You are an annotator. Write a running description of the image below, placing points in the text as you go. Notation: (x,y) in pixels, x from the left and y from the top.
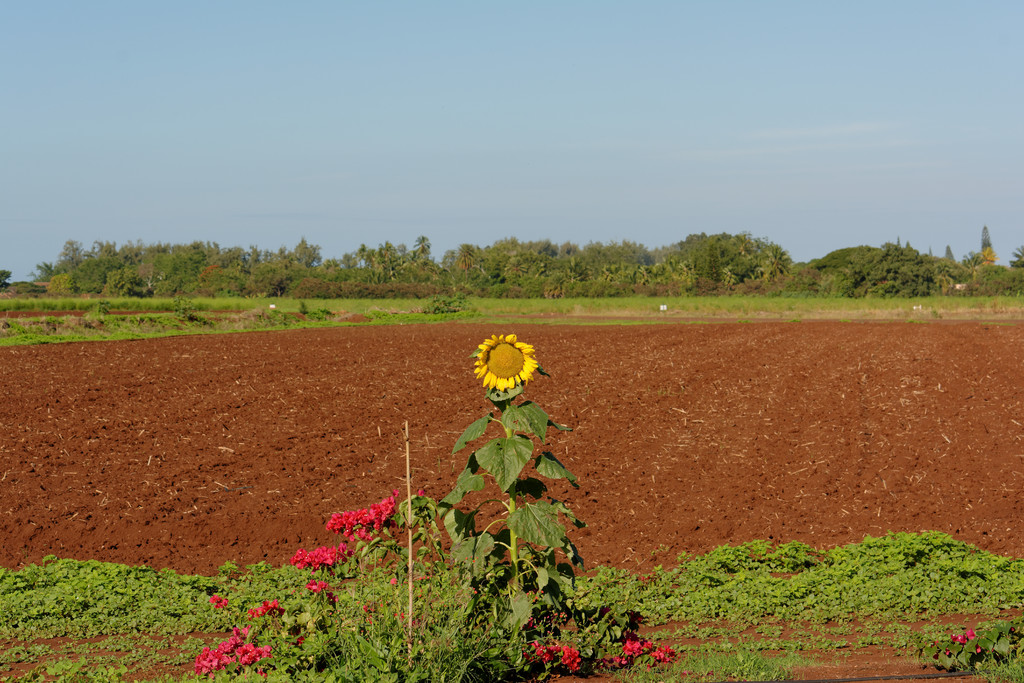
In the image there is a sunflower plant (510,447) in the middle (517,370) and behind it there is a farm land (215,377) and in the background (170,275) there are trees (513,253) and above its sky (412,132).
